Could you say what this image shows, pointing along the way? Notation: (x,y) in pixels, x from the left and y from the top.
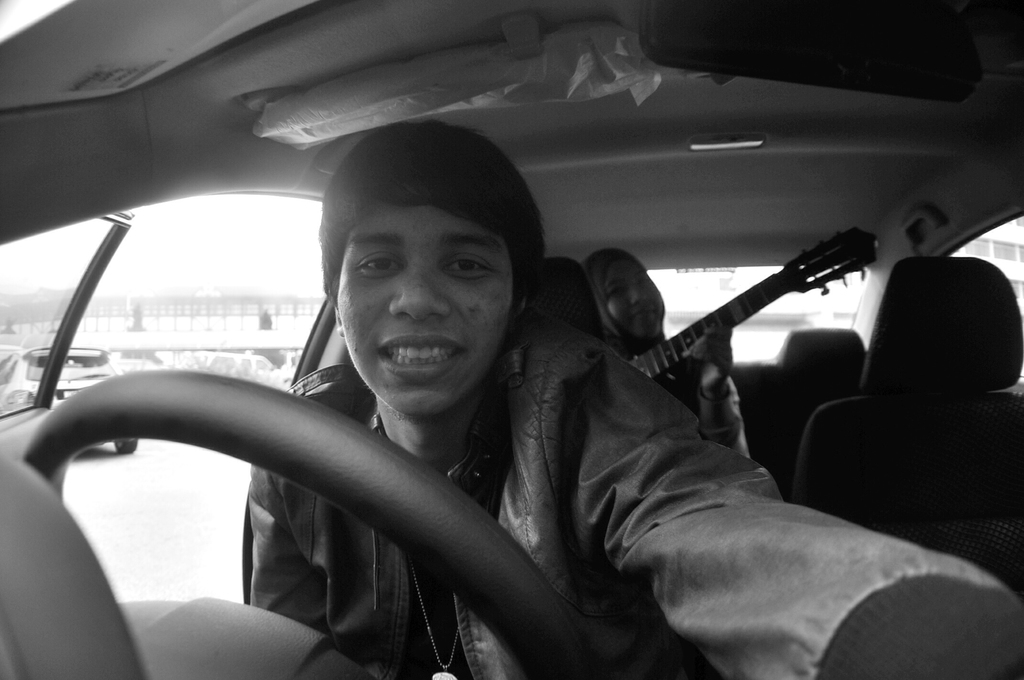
In this picture we can see person (577,335) wore jacket (564,461) and smiling and at back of her we can see other person (652,310) holding guitar (722,310) in her hand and they both of them are smiling and they are inside the vehicle (315,433) and in background (111,347) we can see car (84,353), bridge (261,299).
